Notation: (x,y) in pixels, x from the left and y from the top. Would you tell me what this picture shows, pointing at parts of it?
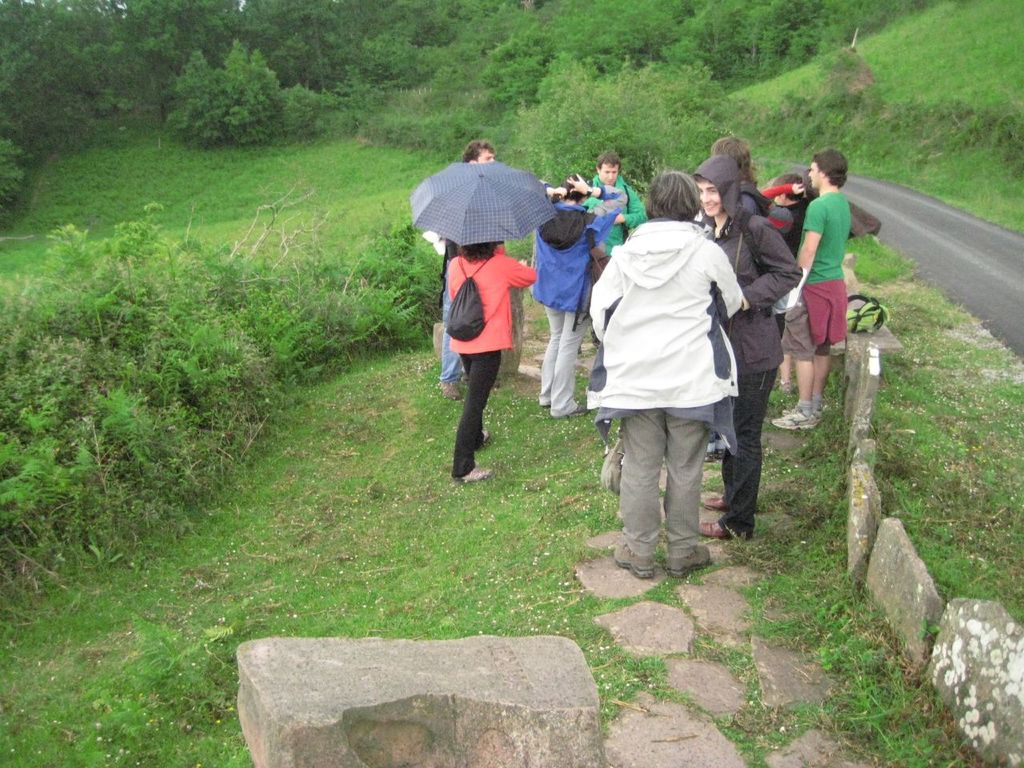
In this image, we can see a group of people (479,338) are standing. Few people (498,316) are wearing bags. Here we can see an umbrella (478,188). On the right side of the image (881,211), there is a road (869,201). In this image, we can see grass (330,510), plants (55,481), stones (391,711) and trees (264,79).
